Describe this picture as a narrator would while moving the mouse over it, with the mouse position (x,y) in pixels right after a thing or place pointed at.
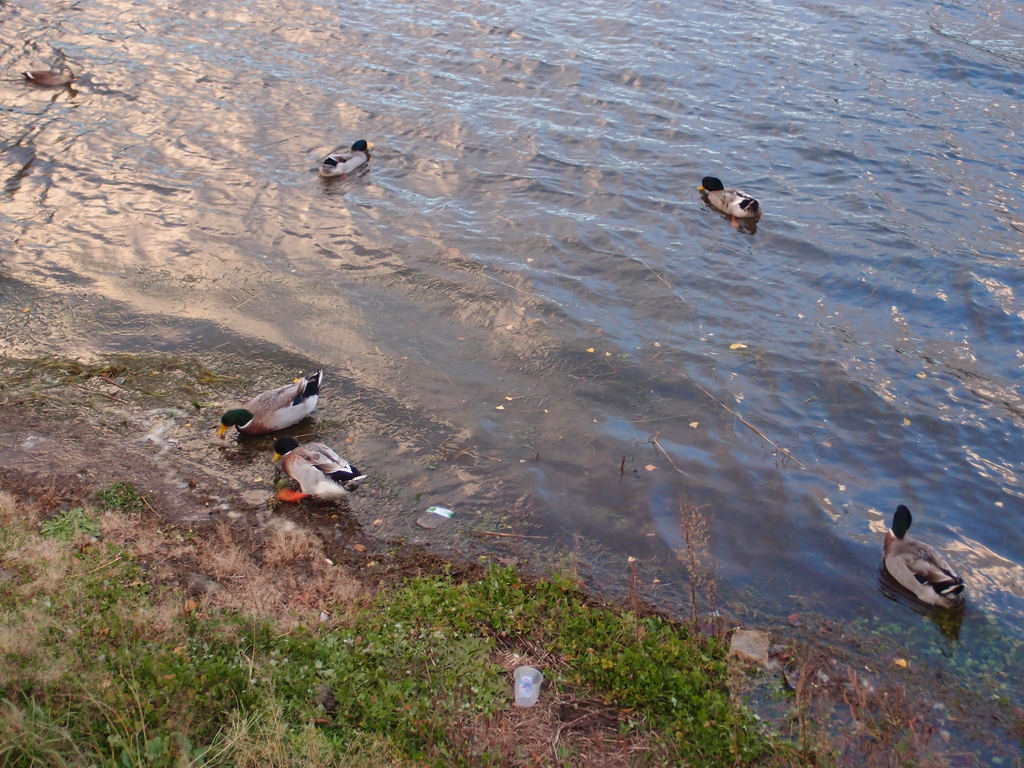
In this picture we can see many birds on the water (619,360). On the bottom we can see a plastic glass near to the grass (360,675). Here we can see bird (282,396), who is drinking.
